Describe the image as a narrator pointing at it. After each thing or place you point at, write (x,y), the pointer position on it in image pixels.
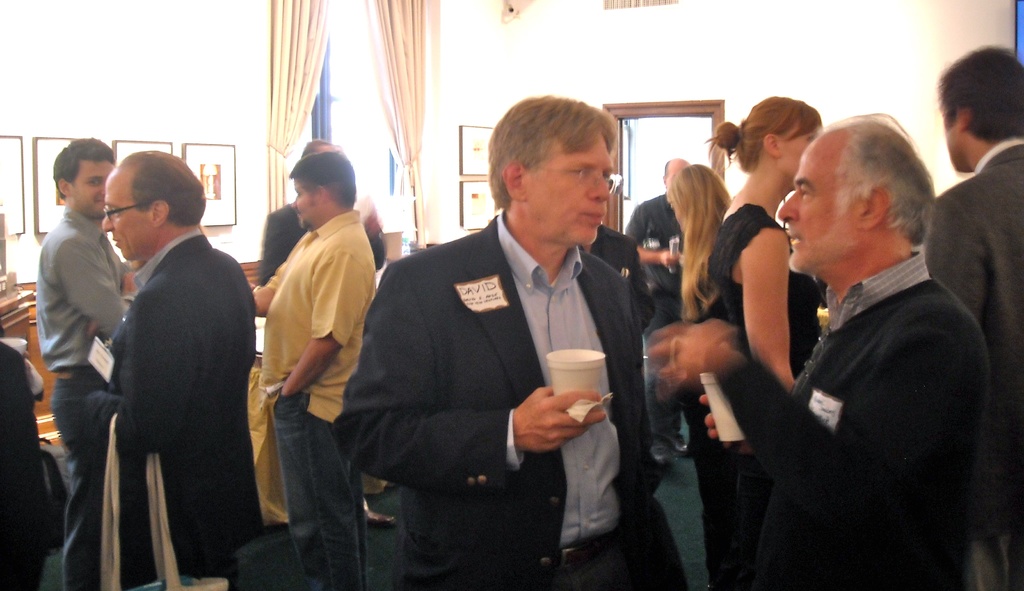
In this image we can see people (366,394) standing and there are some people (620,377) holding glasses (594,381). In the background (709,151) there is a door (653,129) and a curtain (421,51). We can see frames (192,151) placed on the wall (436,208).
